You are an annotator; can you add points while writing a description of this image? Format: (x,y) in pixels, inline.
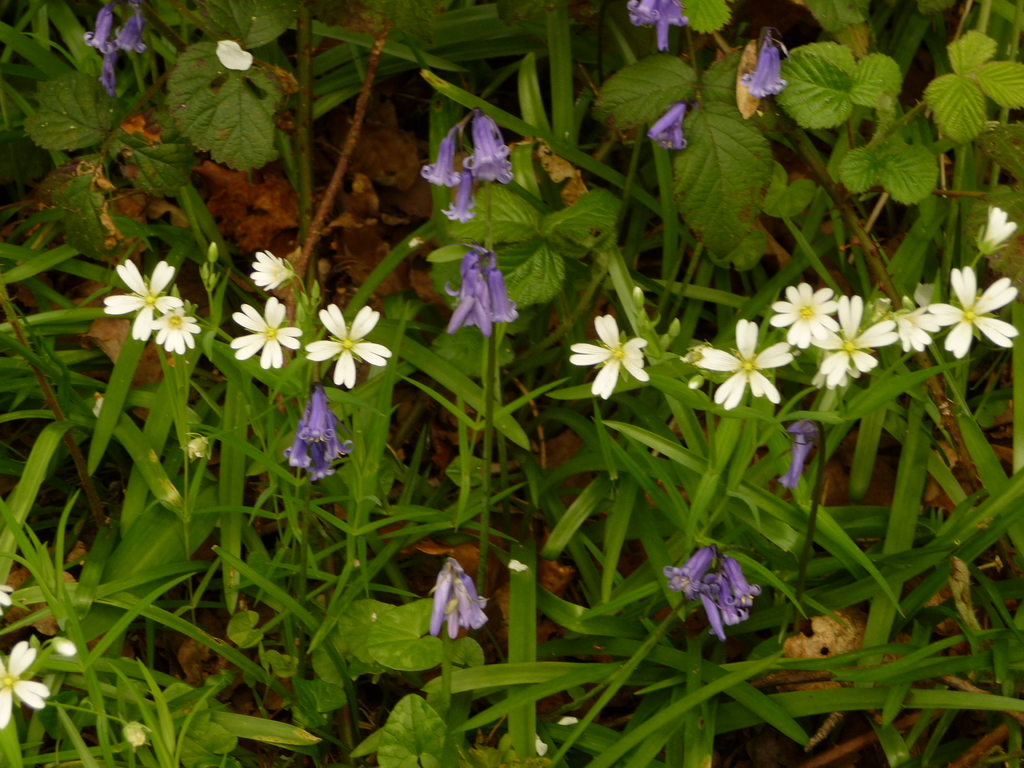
In the picture I can see flower plants (491,383). This flowers (471,320) are white and purple in color.
